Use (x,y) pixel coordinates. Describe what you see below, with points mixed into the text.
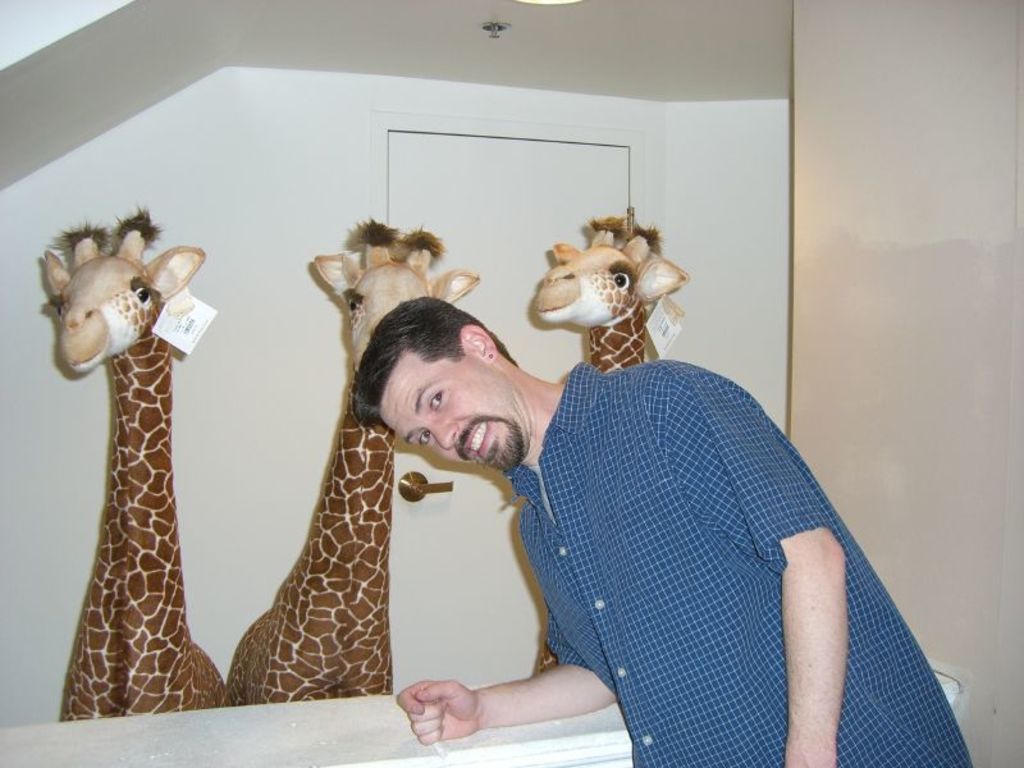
In this image in the front (574,552) there is a person (627,551) standing and smiling. In the center (349,504) there are toys (73,302). In the background (278,214) there is a wall (304,75) and there is a door (512,224).
